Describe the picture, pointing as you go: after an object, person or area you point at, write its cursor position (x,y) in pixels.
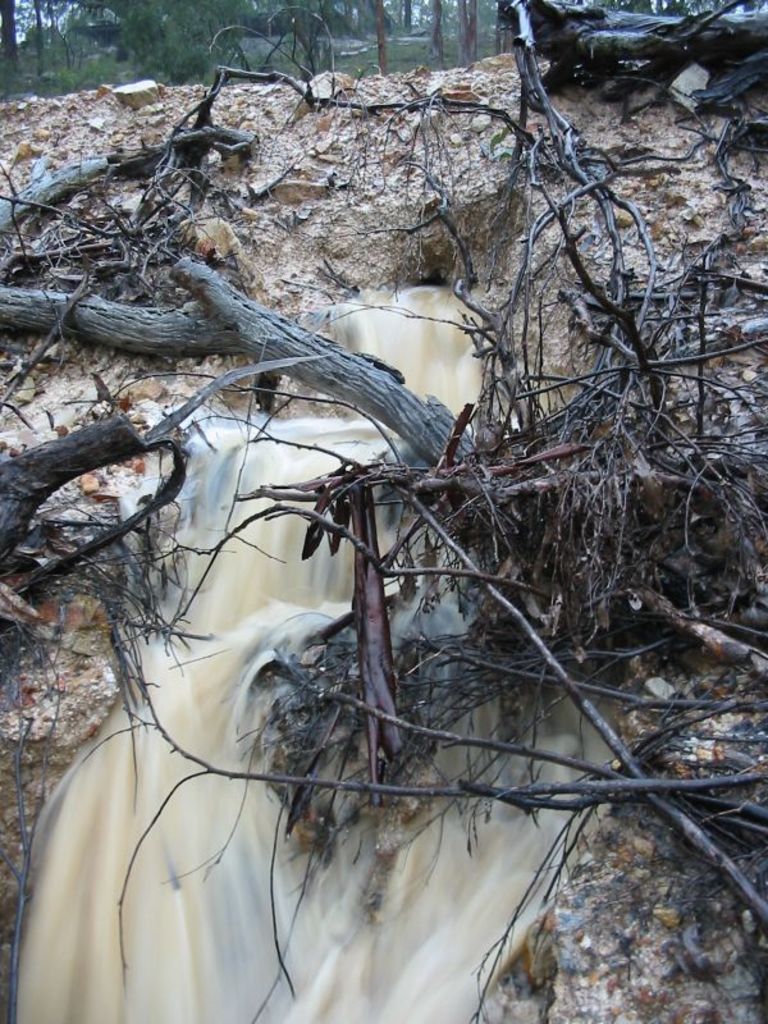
Middle of the image (323,439) we can see a waterfall (280,1020). Beside this waterfall (303,1020) there are branches (553,484). Top of the image (437,49) we can see trees (222,26).
